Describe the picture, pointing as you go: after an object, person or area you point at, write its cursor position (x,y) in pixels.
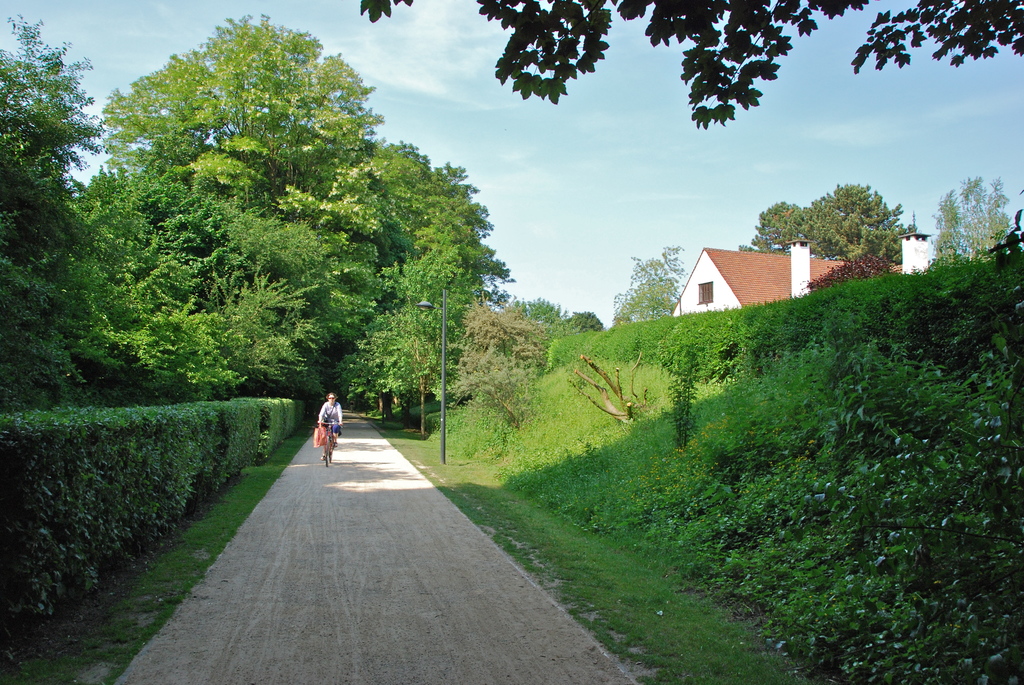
In this picture we can see a person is riding bicycle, beside the person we can find few shrubs (179,513), trees (387,265) and a pole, on the right side of the image (764,261) we can see a house (906,247).
